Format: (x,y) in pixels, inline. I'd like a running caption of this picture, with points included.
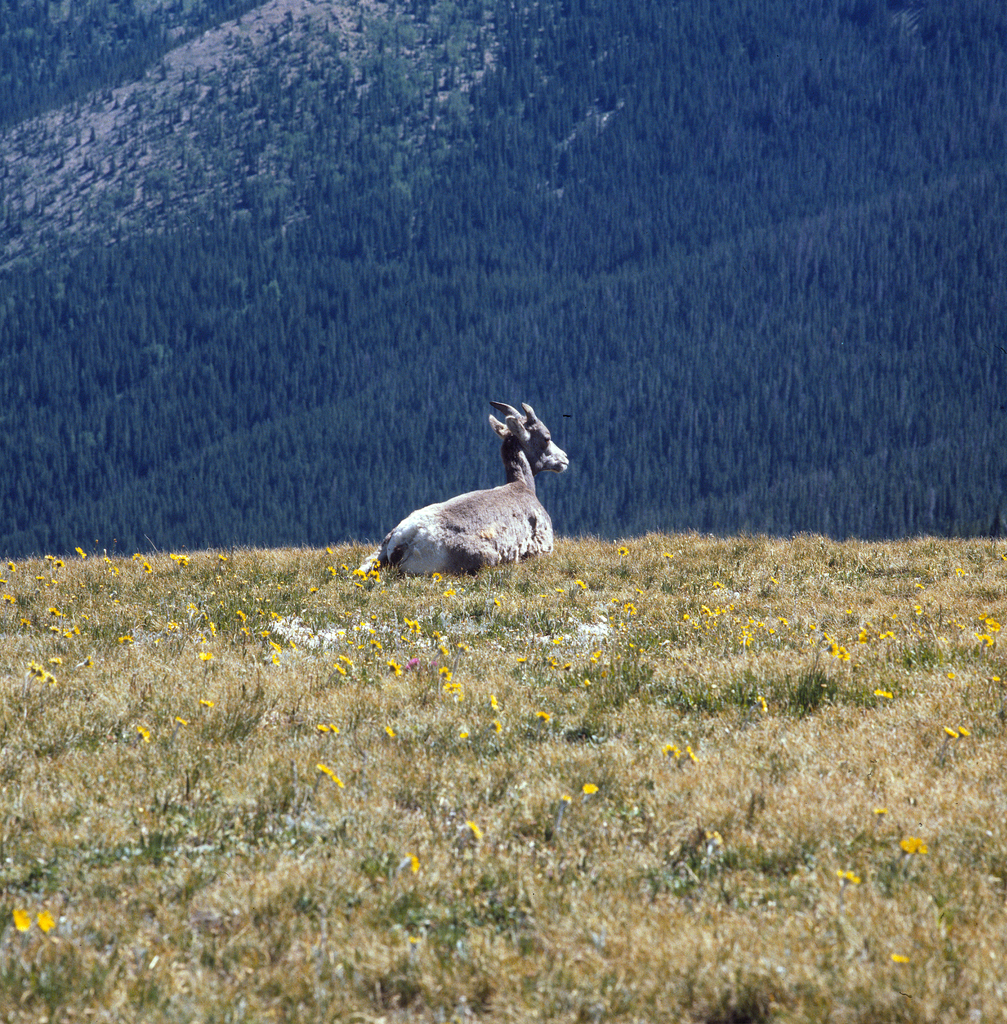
In the center of the image (435,534) we can see an animal (421,542) sitting on the grass (477,756) and we can see flowers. In the background (626,152) there is a hill (79,407).
